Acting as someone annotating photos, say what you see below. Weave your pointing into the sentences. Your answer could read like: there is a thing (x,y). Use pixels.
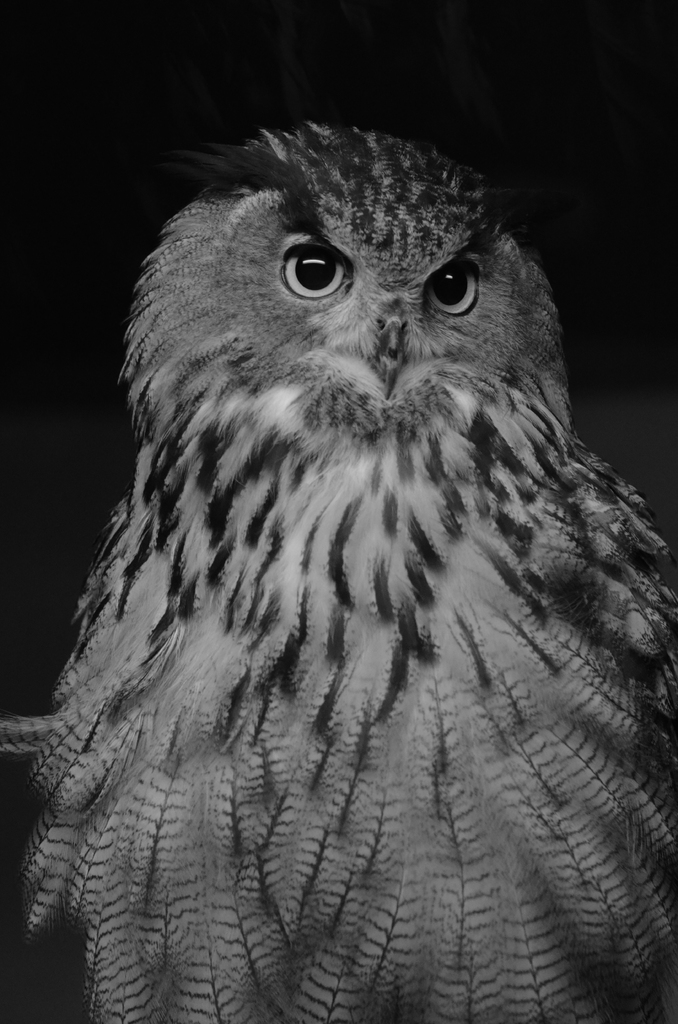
This is a black and white picture of an owl (213,559).
